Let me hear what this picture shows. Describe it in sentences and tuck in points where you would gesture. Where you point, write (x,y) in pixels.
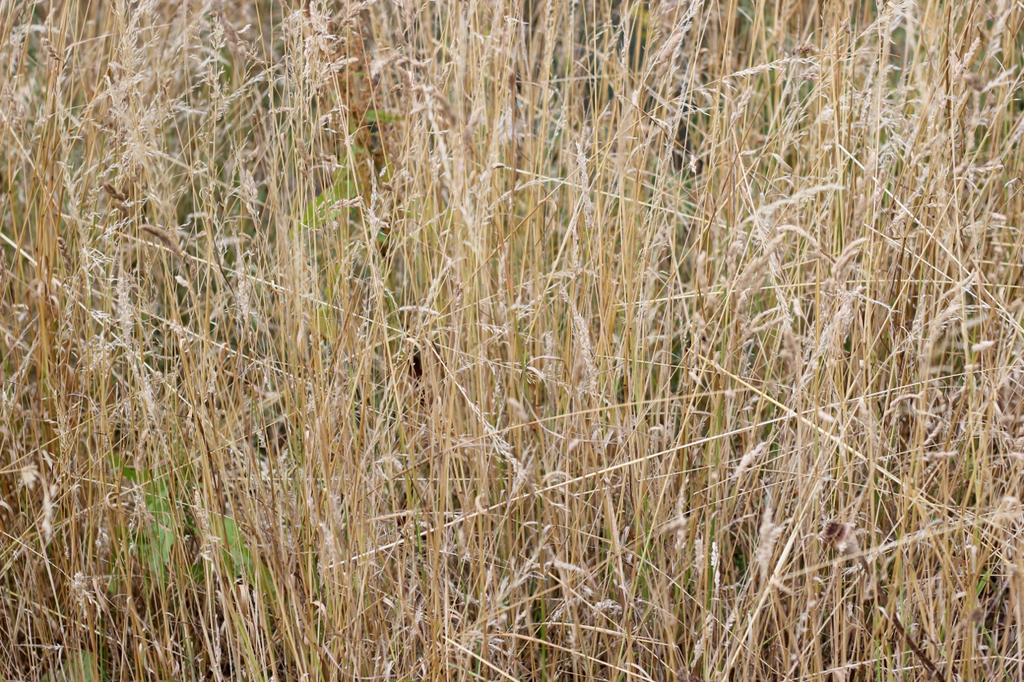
In this image there is so much of dried grass (109,494).
